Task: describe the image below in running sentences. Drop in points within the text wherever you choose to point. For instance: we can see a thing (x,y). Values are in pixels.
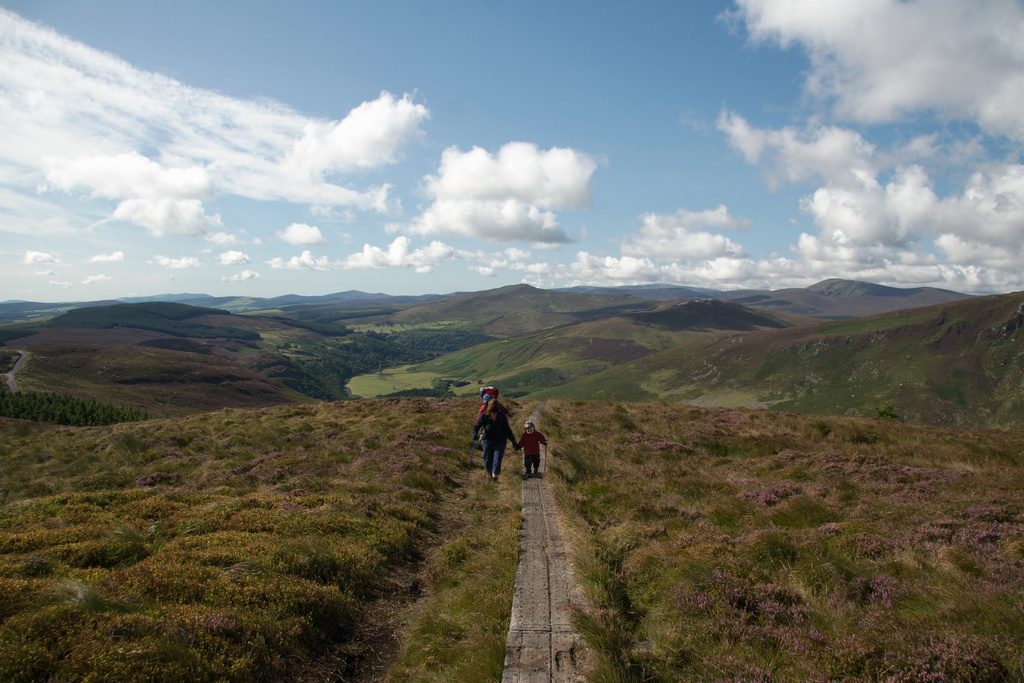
In this image, I can see plants (711,581) and three persons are walking on the road (540,469). In the background (502,347), I can see mountains (1013,394), trees (321,358), grass (1019,466) and the sky (466,266). This image taken, maybe during a day.
